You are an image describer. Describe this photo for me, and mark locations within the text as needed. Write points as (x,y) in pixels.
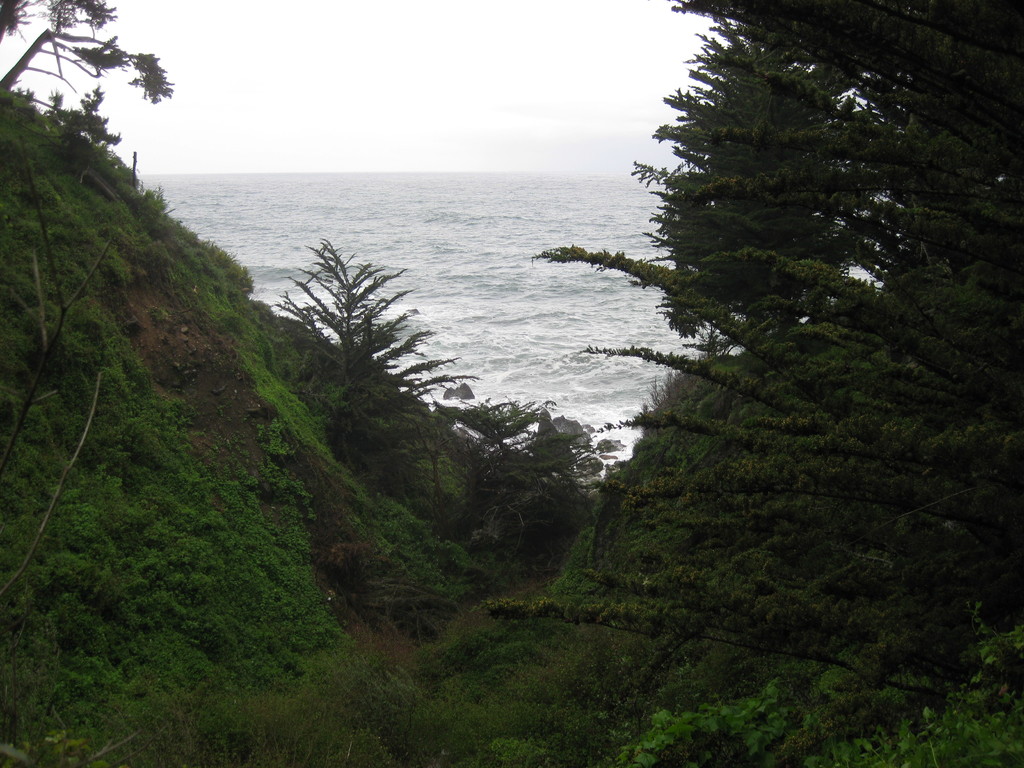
At the bottom of the picture (478,680), we see the grass (301,732). On either side of the picture, we see trees (822,376). In the background (511,242), we see water (466,235) and this water (422,180) might be in the sea (382,250). At the top (456,25), we see the sky (443,140).
